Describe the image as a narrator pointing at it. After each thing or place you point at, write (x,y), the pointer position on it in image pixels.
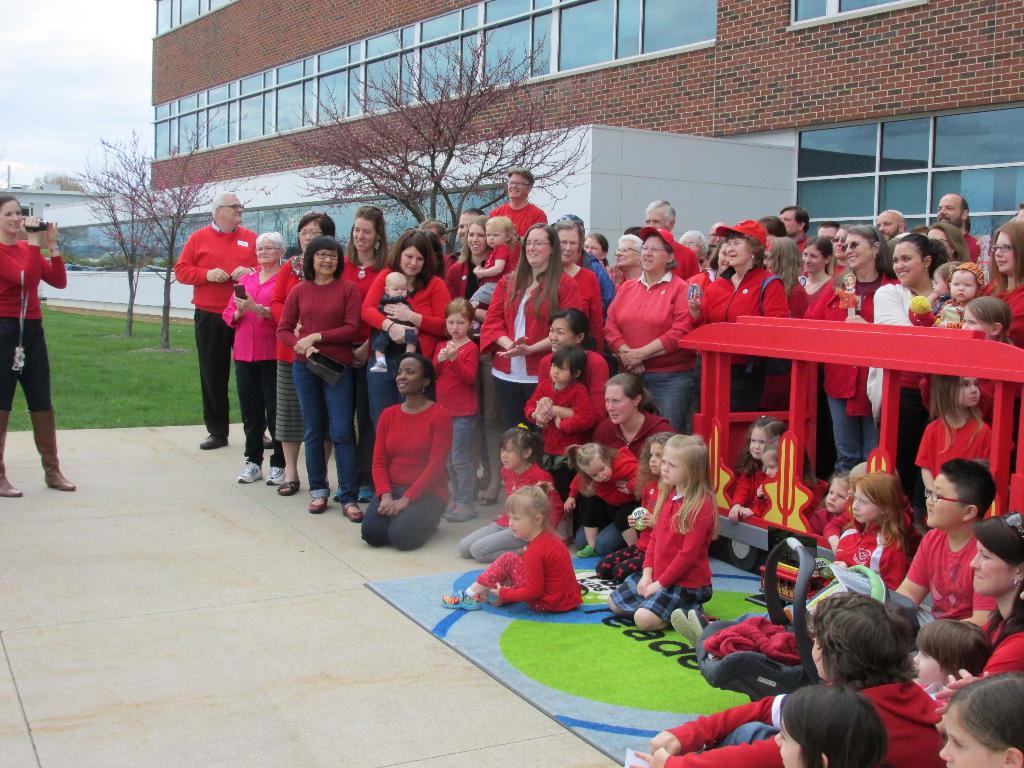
Here we can see people (850,603), trees (345,179), buildings (215,193), grass (136,355) and sky (59,94). This person (11,221) is holding a camera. Children (752,493) are inside this toy vehicle (779,483). In-front of these people (871,620) there is a baby chair (754,630). To this building (440,84) there are glass windows (639,52).
